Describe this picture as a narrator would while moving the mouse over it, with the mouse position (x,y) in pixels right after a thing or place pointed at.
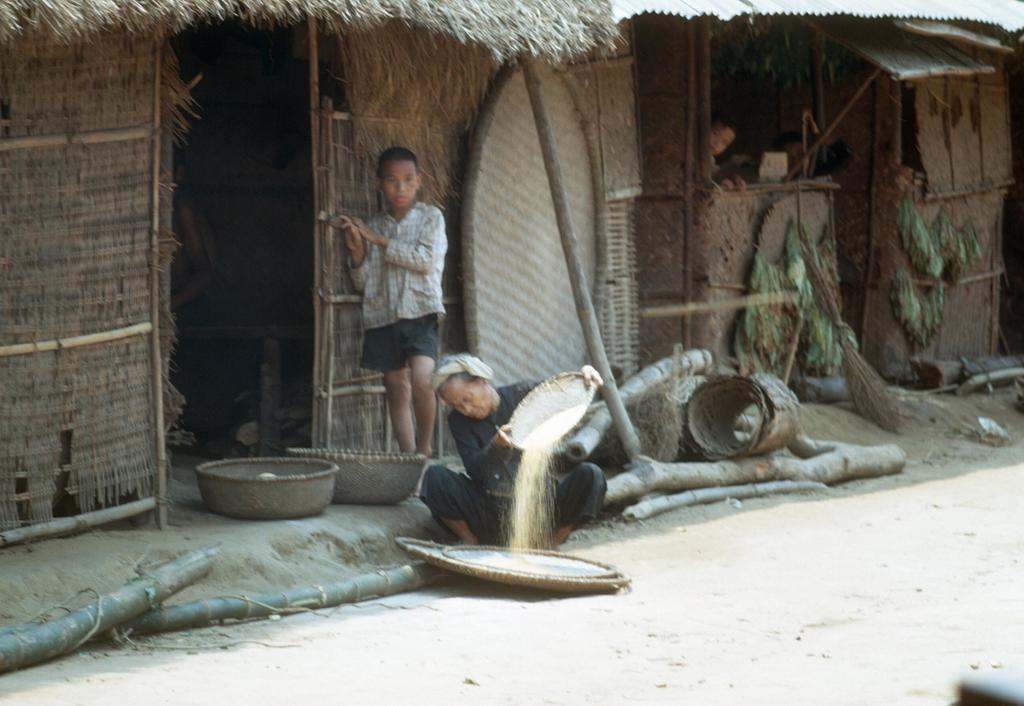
In the center of the image (456,376) there is a lady (578,481) wearing a black color dress (580,466) holding a basket (550,411) in her hand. In the background of the image (593,306) there are huts (8,269). There are bamboo sticks (172,569). There is a boy (361,233). There is a mud road (715,593) at the bottom of the image (665,658).
